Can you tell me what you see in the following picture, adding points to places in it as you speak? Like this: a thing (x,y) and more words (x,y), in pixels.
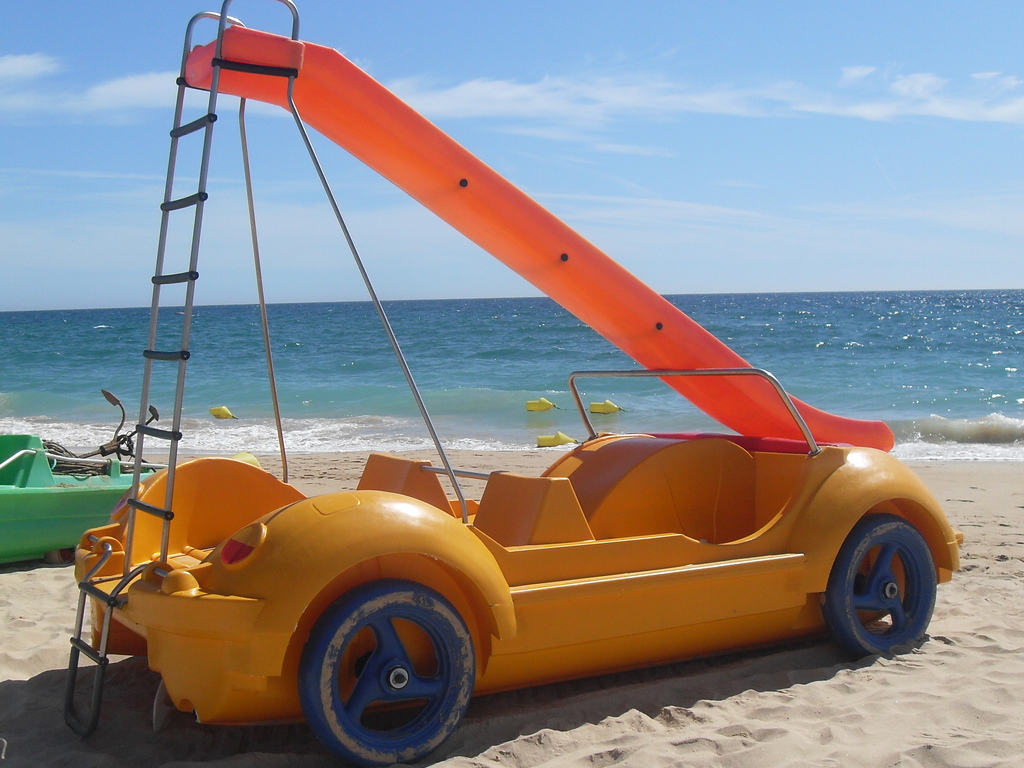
In the foreground (388,662), I can see two vehicles (698,565) on the beach (1003,539). In the background (9,263), I can see some objects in the water (507,332) and the sky (6,1). This picture might be taken on the sandy beach (977,696).
